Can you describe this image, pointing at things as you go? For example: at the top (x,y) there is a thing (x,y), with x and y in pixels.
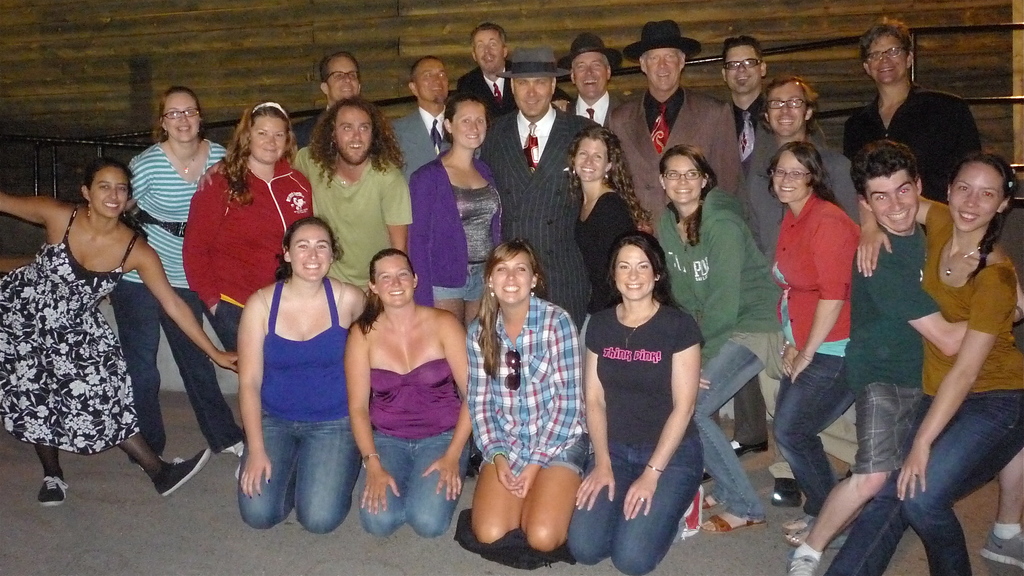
In this picture we can see few persons (347,187) are standing and in the front (637,434) few persons (596,524) are sitting on their knees (420,528). He is in suit (550,197) and he wear a cap (538,61). This is the floor (177,533), and there is a wall (291,19) on the background (446,20).
